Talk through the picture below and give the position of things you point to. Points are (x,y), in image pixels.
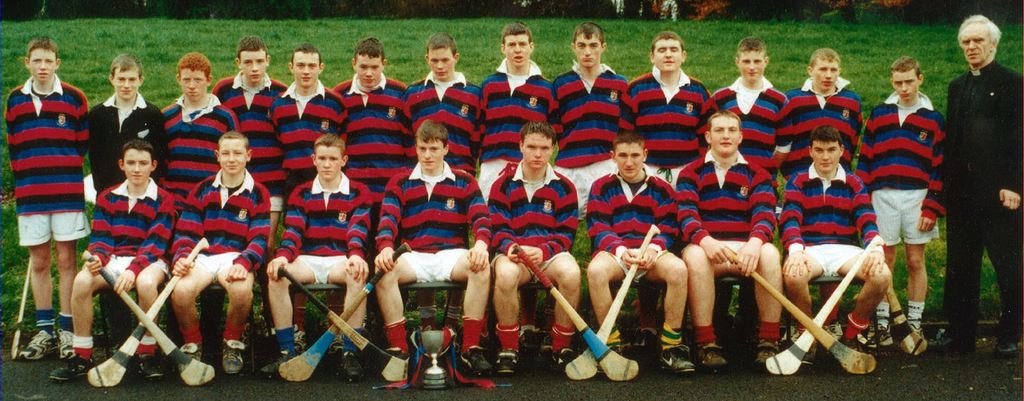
In this image we can see a group of people (304,251) on a grassy land (179,84).
